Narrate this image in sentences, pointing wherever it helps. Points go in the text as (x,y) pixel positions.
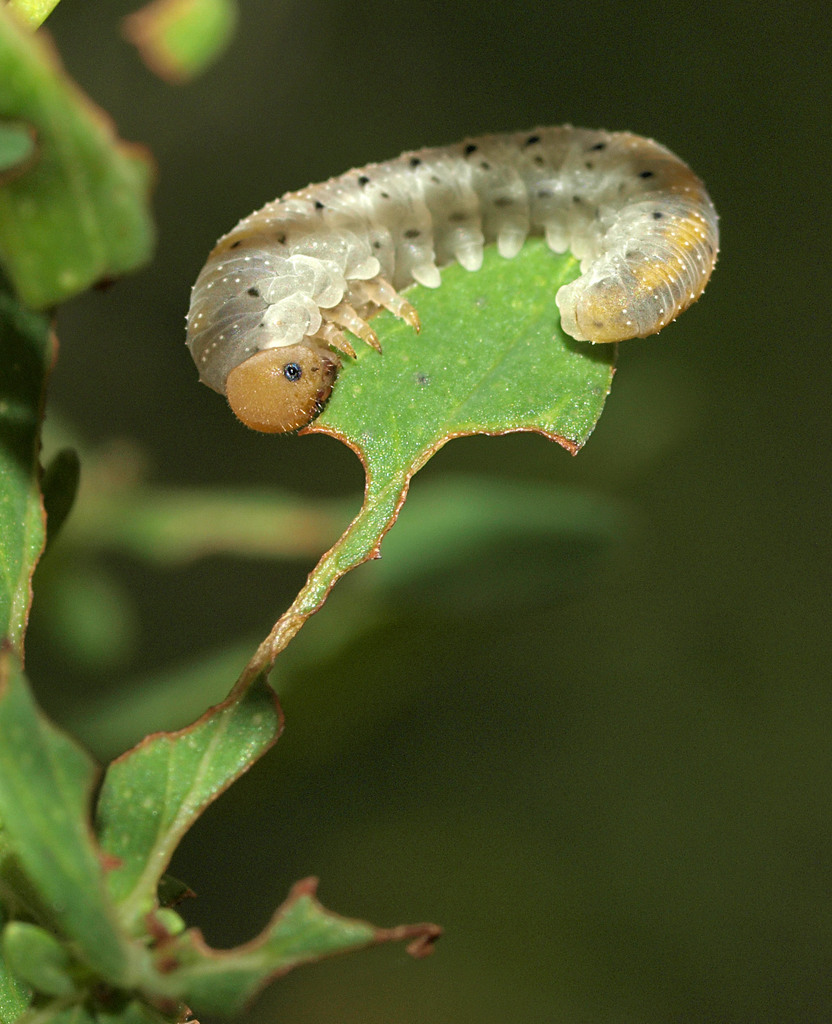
In this image we can see the caterpillar (340,341) on the plant (83,839) and blur background (666,846).
